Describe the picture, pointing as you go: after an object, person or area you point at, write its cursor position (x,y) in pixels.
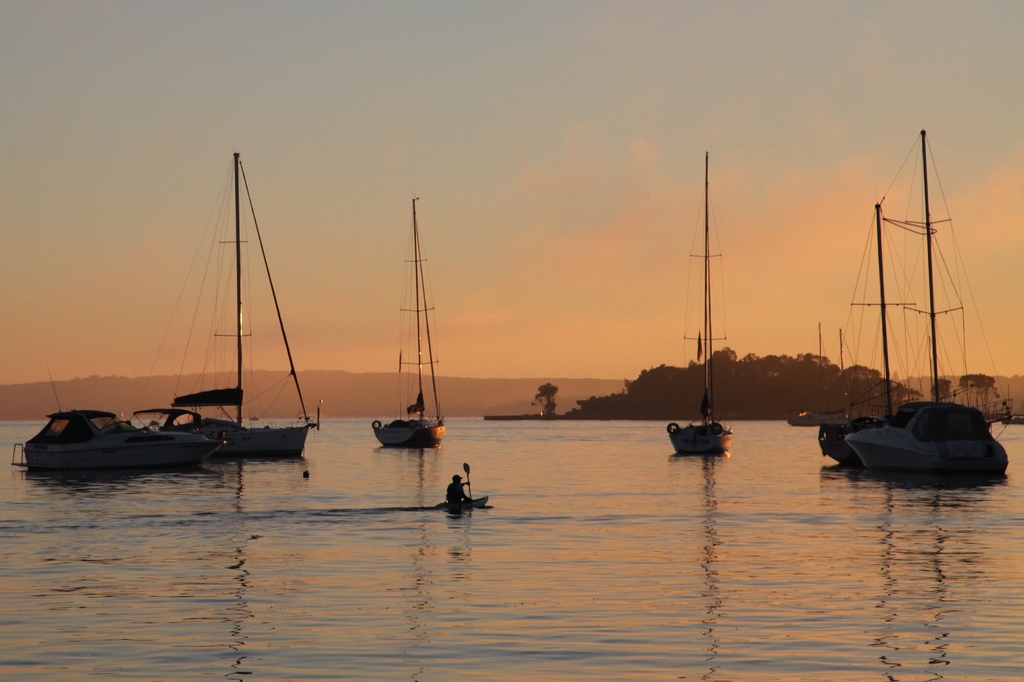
In this image, we can see ships (230,419) on the water (389,456) and in there is a person (459,480) rowing and we can see trees (818,364). At the top (415,96), there is sky (415,96).
